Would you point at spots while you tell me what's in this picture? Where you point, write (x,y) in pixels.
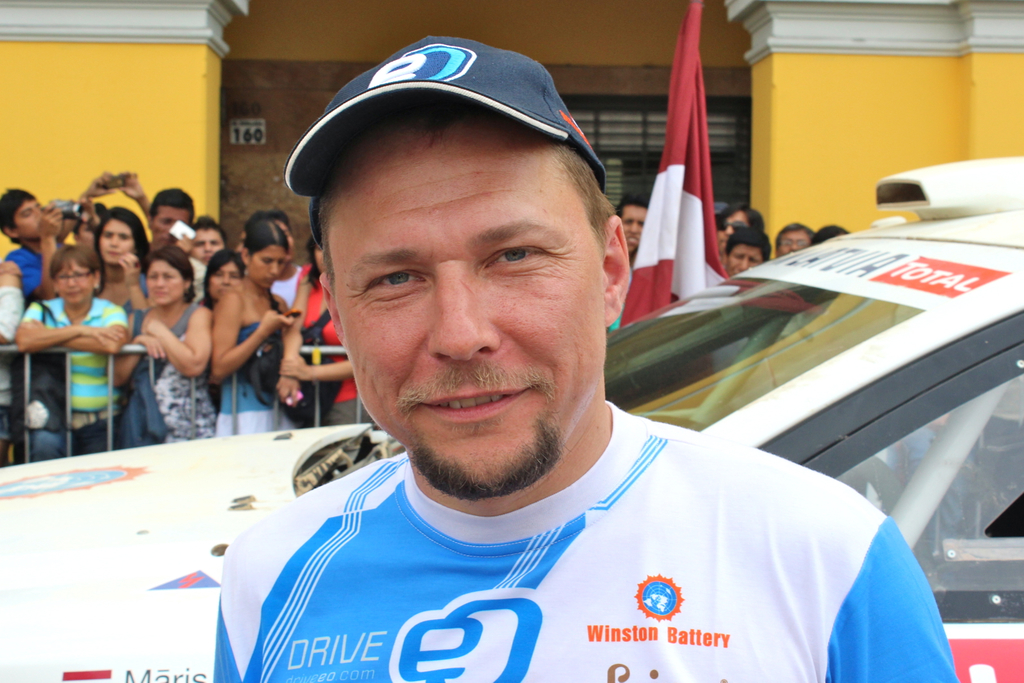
In this image I can see a person (510,236) wearing blue and white color shirt (363,523). Background (211,478) I can see a vehicle (222,485) in white color, few other persons (135,235) standing. I can also see wall (173,128) in yellow color.
